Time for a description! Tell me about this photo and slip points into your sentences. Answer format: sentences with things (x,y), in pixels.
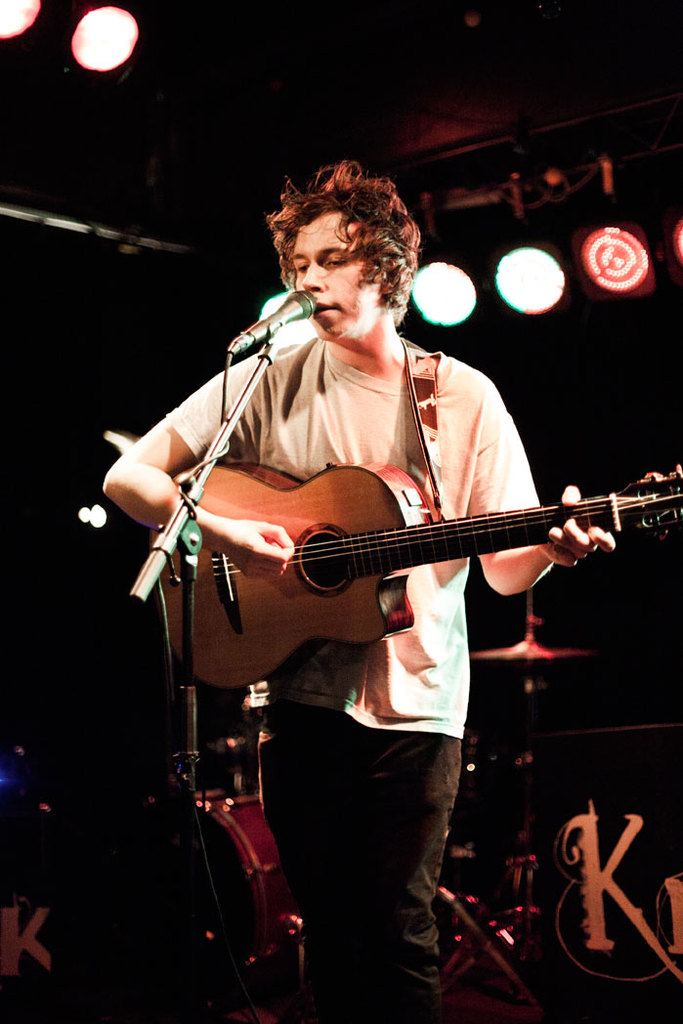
It is a music concert a man (346,1010) is wearing a guitar (334,559) he is playing the guitar (290,531) he is also singing this song, behind him there are different lights (462,281) to the roof (507,25), in the background (582,801) there is a music system (493,924) and black color wall (609,645).
